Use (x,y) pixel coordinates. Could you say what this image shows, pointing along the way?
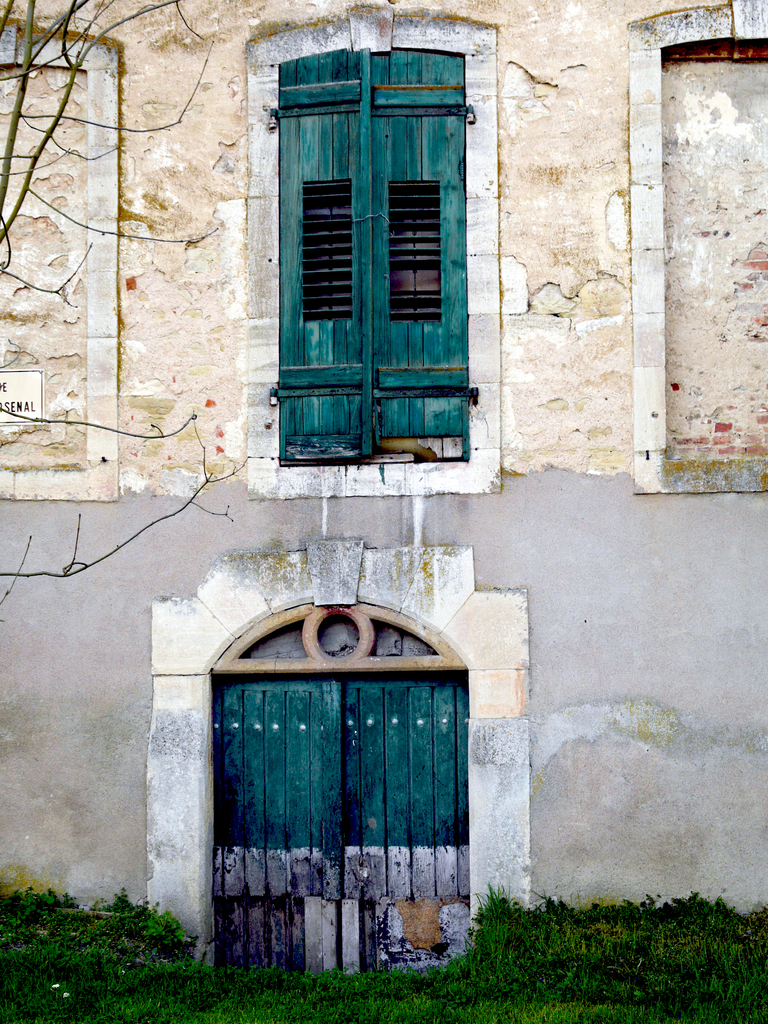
At the bottom portion of the picture (517,971) we can see green grass (464,1023). In the background (613,177) we can see the wall (696,596) and doors (397,253). On the left side of the picture (41,385) we can see stems (76,62) and a board (36,403) on the wall (10,492).
